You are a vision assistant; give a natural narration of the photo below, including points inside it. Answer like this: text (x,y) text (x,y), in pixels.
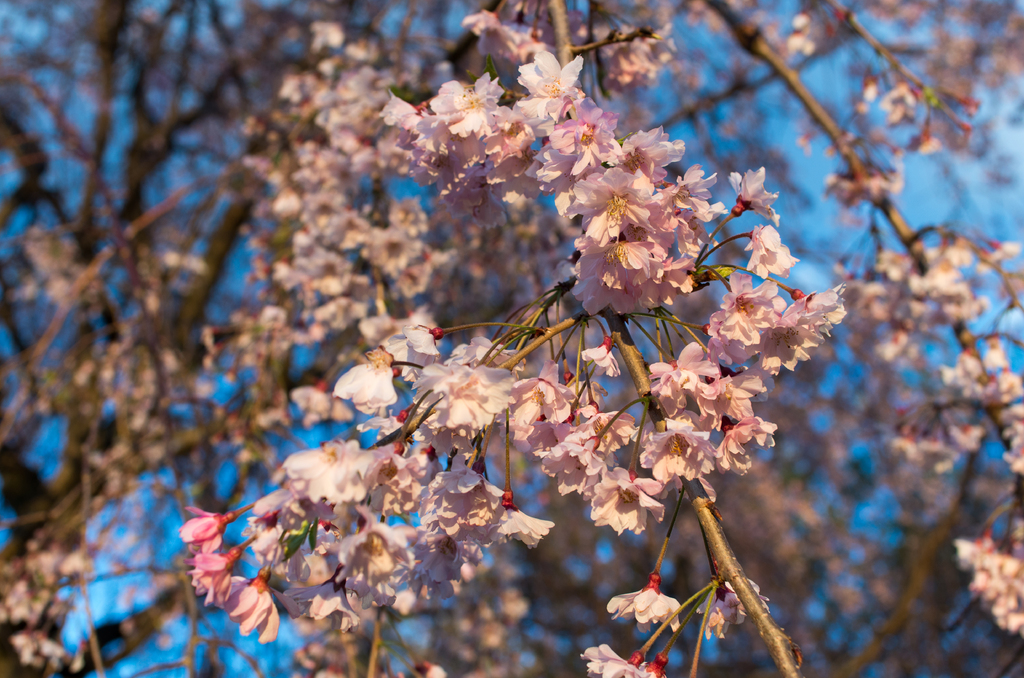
In this image I can see few flowers (617,467) in pink and white color. In the background (828,220) the sky (738,150) is in blue color.
